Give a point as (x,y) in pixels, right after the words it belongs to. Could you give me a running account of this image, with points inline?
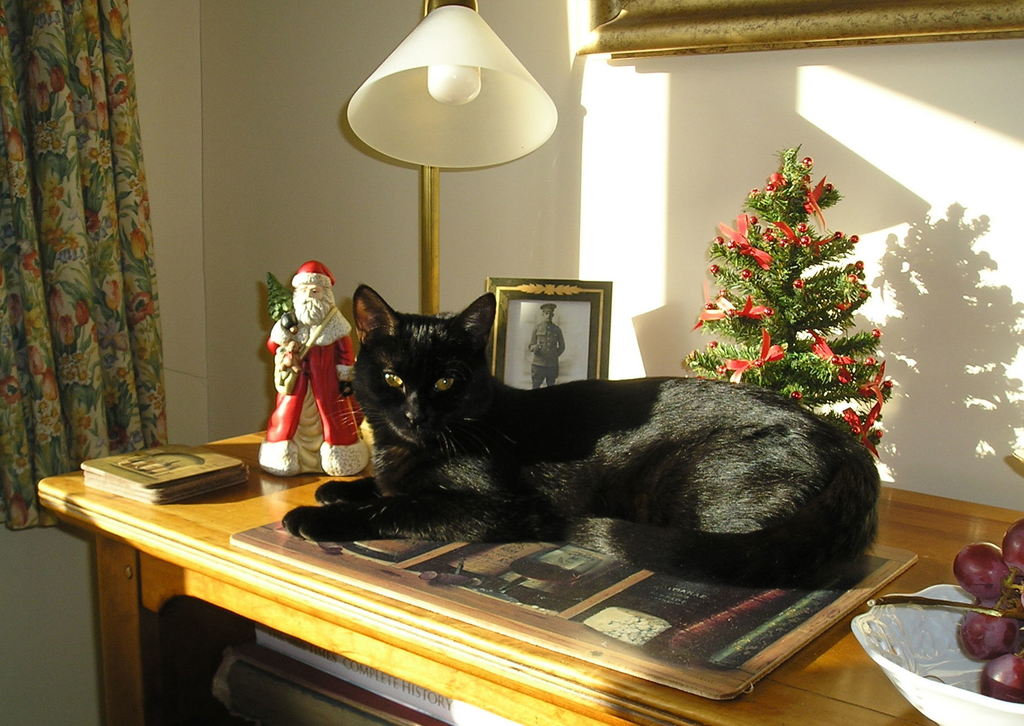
There is table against the wall (350,201). There is a cat (432,346), Christmas tree (756,245), statue (316,340), bowl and grapes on a table (918,538). We can see in background (217,280) wall (229,209), curtain (60,177), lamp (454,79) and photo frame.
